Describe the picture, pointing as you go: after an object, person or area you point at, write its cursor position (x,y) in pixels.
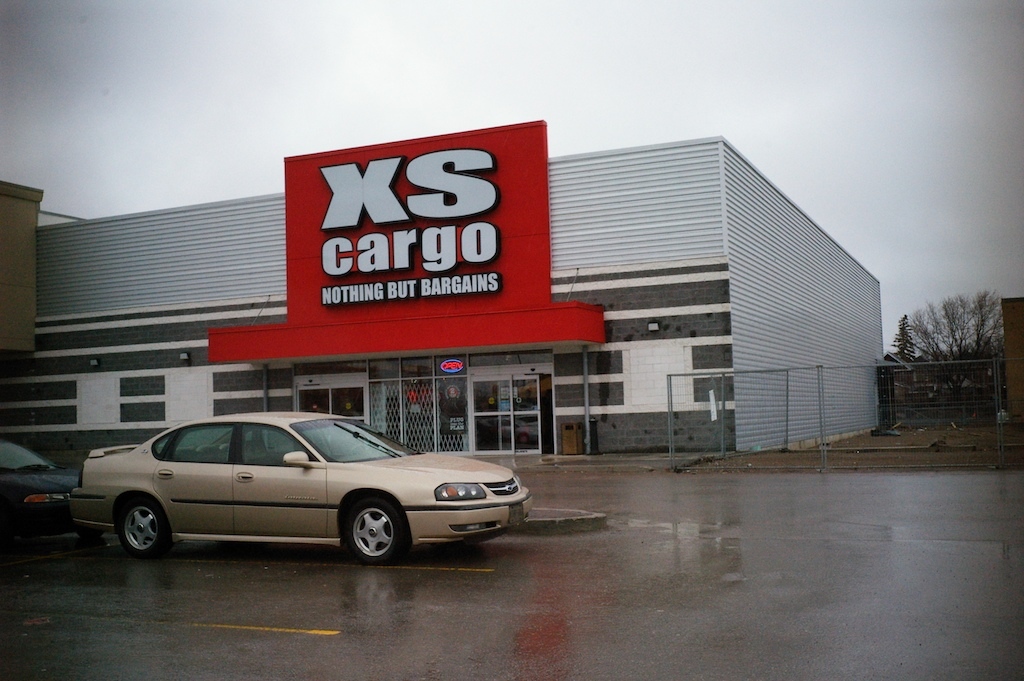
At the bottom of the image (144,586) there are cars (209,468) on the road (491,612). In the background (458,426) there is a shed (387,376), board (463,260) and fence (821,371). In the background (987,336) we can see a tree (953,340) and sky (738,118).
